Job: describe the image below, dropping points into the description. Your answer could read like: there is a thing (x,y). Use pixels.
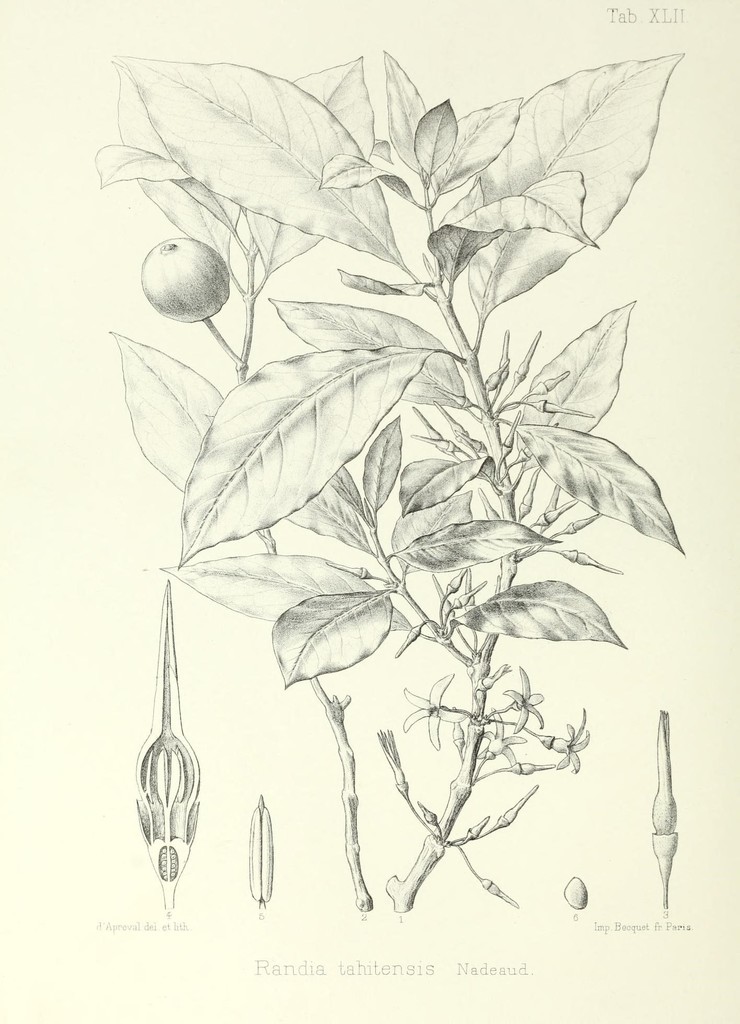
This is a drawing, in this image there is a plant (317,667) and on the right side (664,847) and left side (174,757) there are some parts of plants (164,889) are drawn and there is a text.
